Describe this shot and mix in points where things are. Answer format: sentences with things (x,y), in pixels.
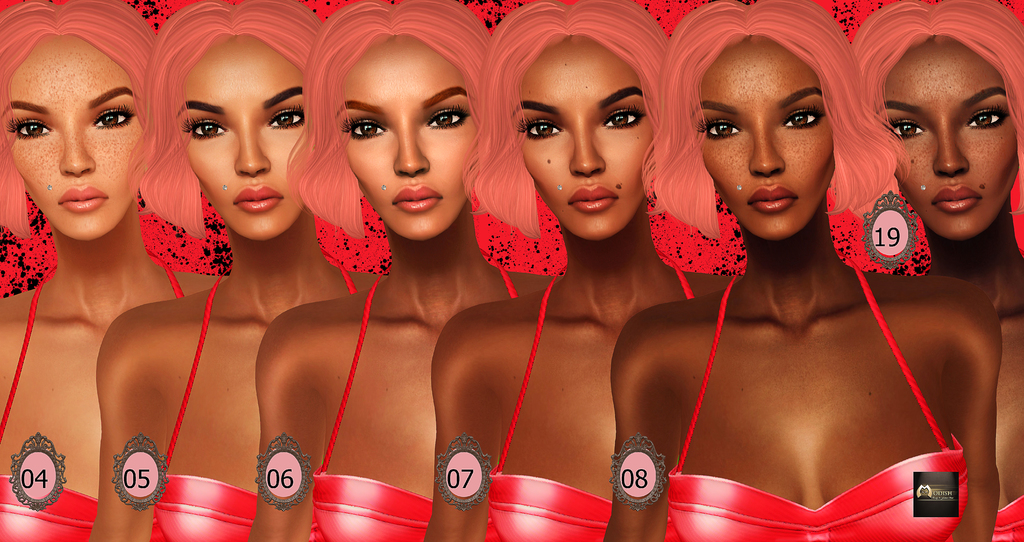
This is completely an animated picture with womens (454,338) standing in a sequence with numeric numbers (139,481).
